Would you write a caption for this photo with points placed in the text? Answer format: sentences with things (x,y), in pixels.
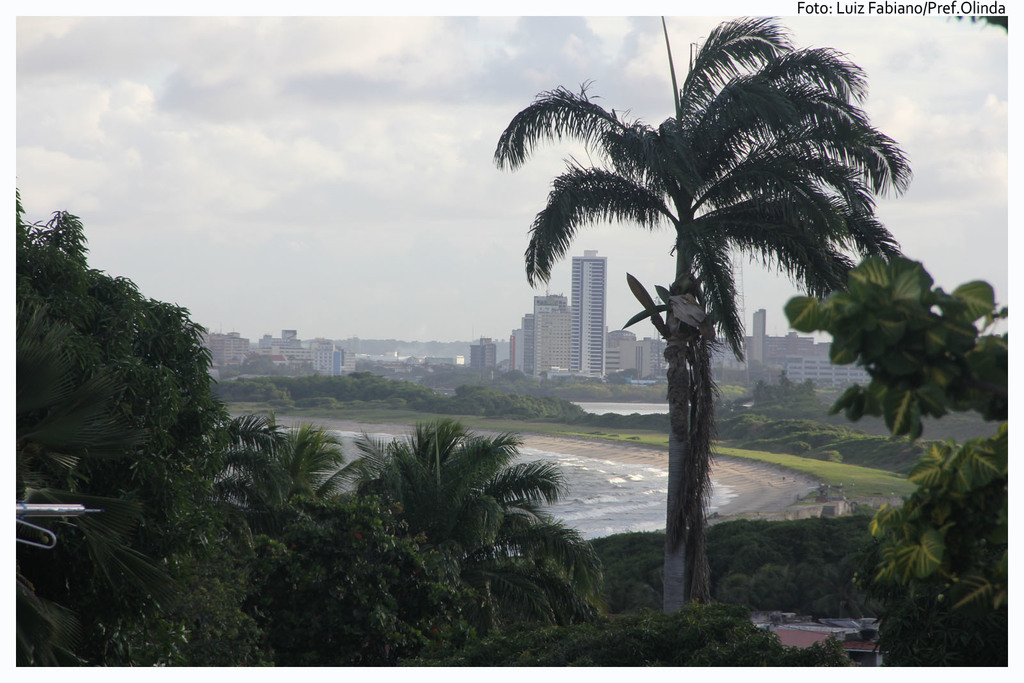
In the image there is a water surface (595,472) and around that water surface (547,461) there are many trees (459,554) and plants (446,399) and in the background (487,337) there are many buildings (791,340).
